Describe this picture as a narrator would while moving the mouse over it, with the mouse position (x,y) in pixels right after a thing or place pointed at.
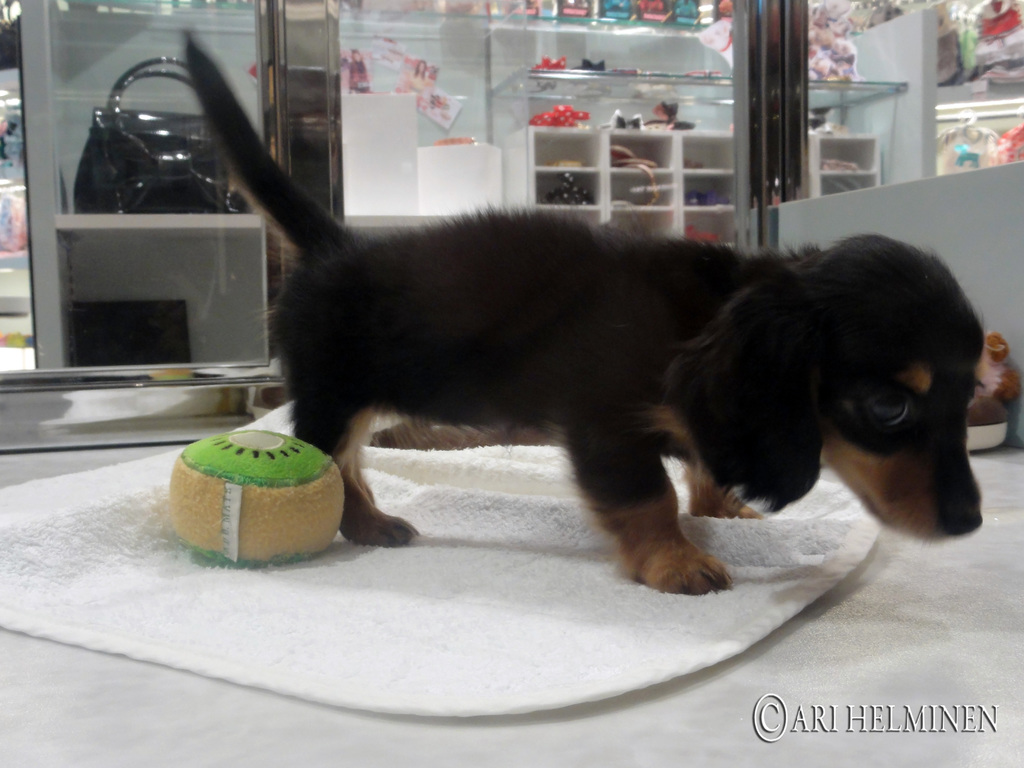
In the image we can see there is a puppy dog (593,408) standing on the white colour cloth (523,536) and behind there are decorative items (817,53) kept in a rack (718,81).
